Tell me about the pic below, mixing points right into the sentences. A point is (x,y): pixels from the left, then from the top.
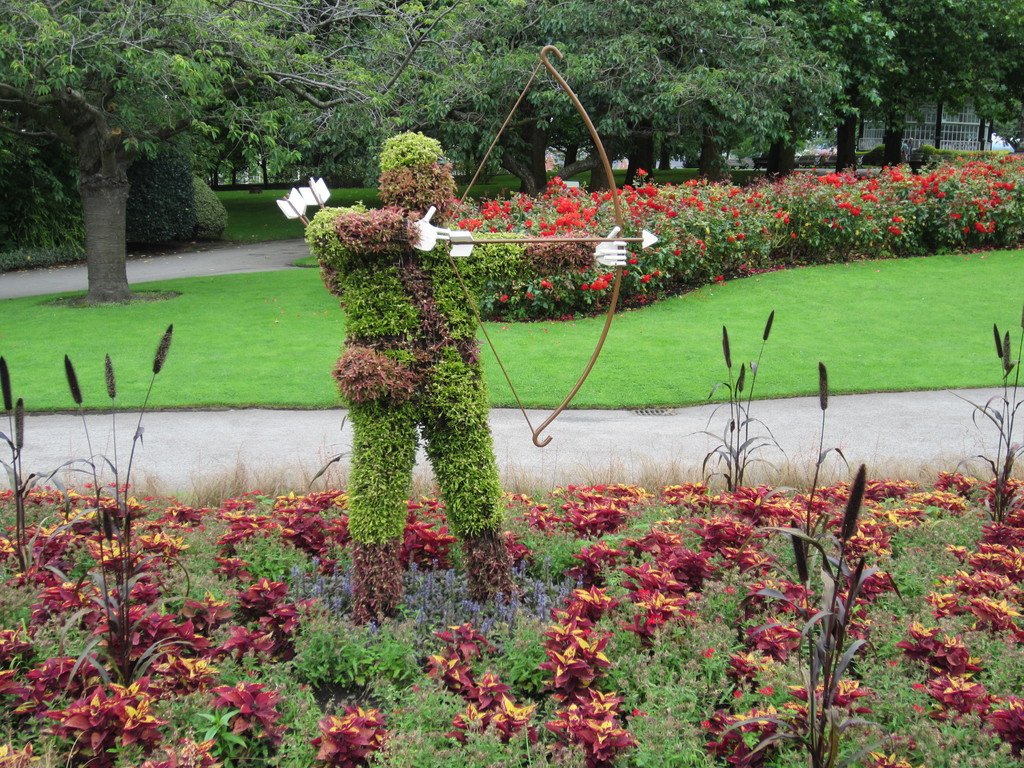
In the foreground (265,478) I can see flowering plants (443,538), grass (208,350) and a person (373,378) is made up of plants (427,363) and metal rods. In the background (484,311) I can see trees (474,156), fence (295,182), rose plants (734,186) and some objects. This image is taken may be in a park (641,408).
